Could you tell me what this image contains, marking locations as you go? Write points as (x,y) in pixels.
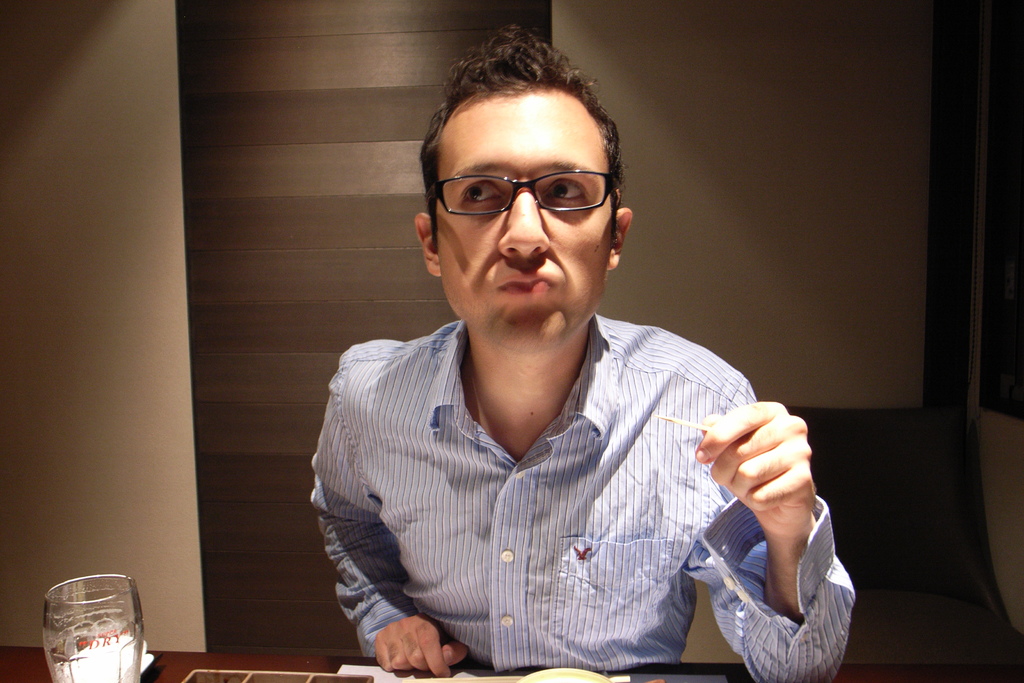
In this image we can see a man (541,445) sitting, before him there is a table (155,678) and we can see a glass (135,631) placed on the table (456,673). In the background (694,279) there is a wall (113,330).
